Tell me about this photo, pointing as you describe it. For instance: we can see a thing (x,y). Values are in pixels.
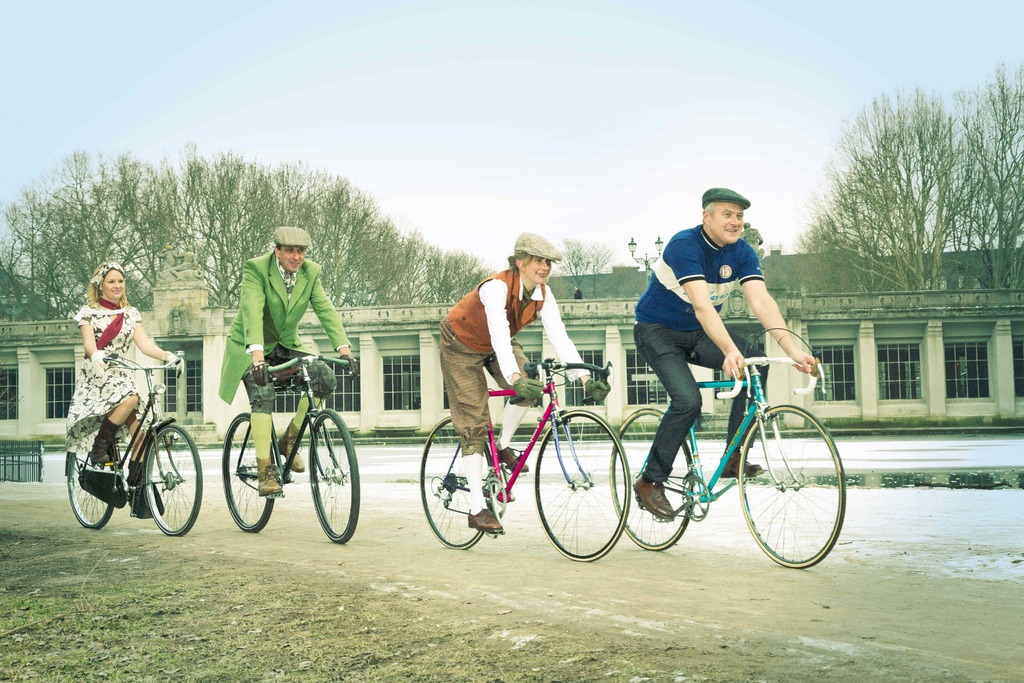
In this image i can see two woman (531,305) and two man (685,285) riding bi-cycle (501,469) on the road (811,620), a man (694,246) wearing blue shirt (701,274) and black pant (672,368), and woman (505,311) wearing orange shirt (484,329) and brown pant (448,370), a man (277,278) wearing green dress (279,282) and a woman (110,344) wearing white frock (124,341). At the background (184,346) i can see a building (198,309), tree (243,206) and sky (448,135).
